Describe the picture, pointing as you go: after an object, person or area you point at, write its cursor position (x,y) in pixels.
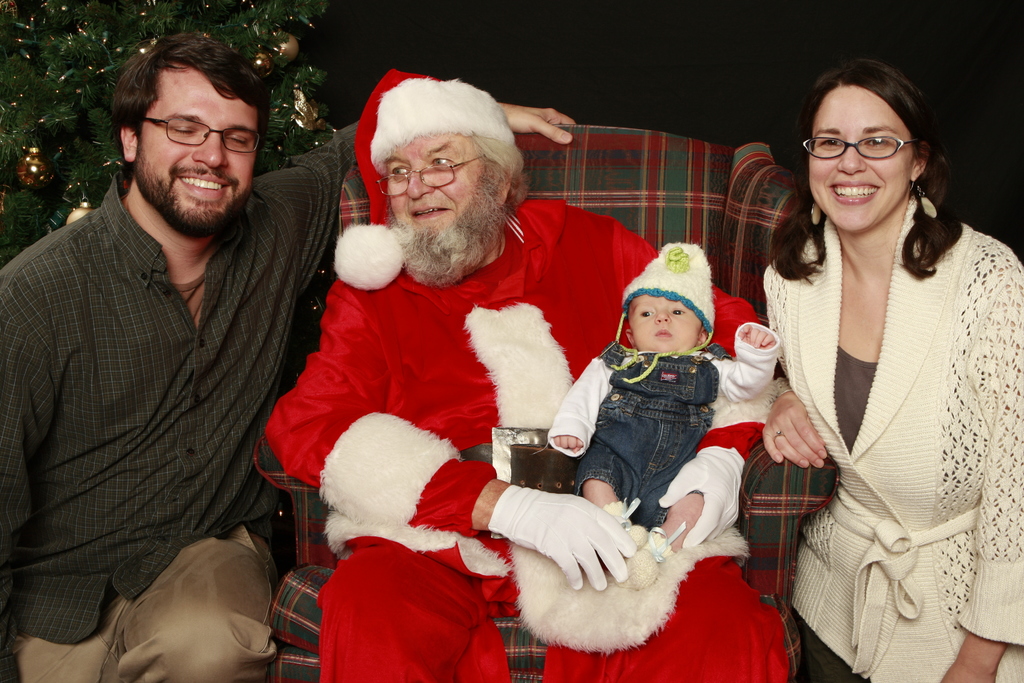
In this picture we can see three people (170,604) and one person (321,617) is sitting on a chair (307,619) and wearing a costume (468,524), here we can see a child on a person (475,453), at the back of them we can see a Christmas tree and in the background (677,18) we can see it is dark.
